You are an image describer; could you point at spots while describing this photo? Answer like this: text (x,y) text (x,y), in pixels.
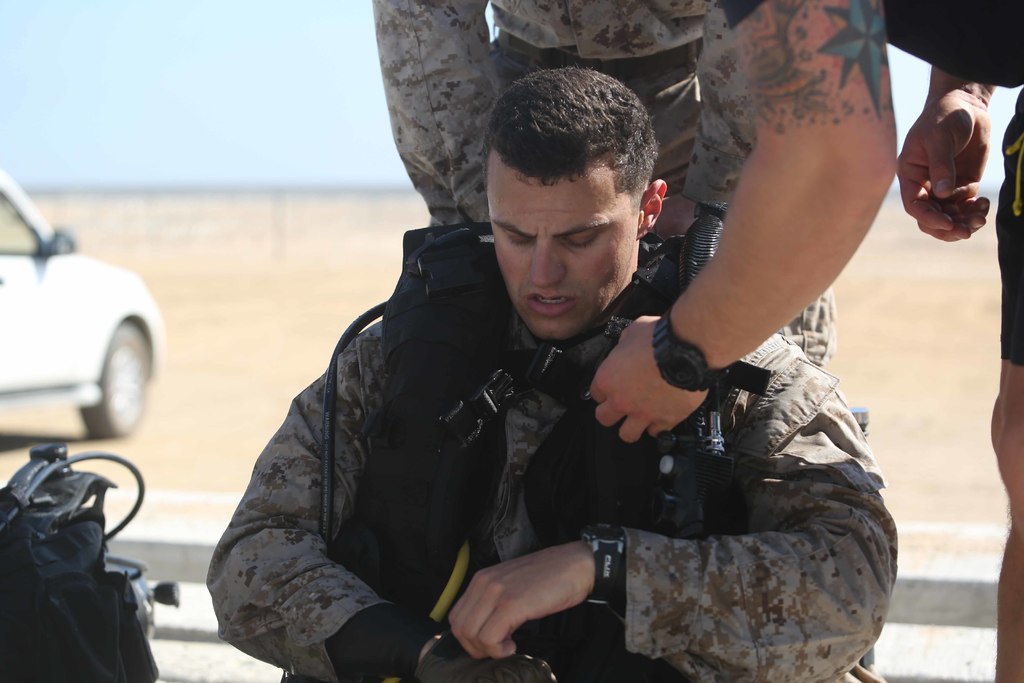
In this image I can see few persons (614,480) wearing uniforms (684,21). In the background (311,234) I can see the ground (310,248), a vehicle (13,246) on the ground (77,236) and the sky (148,89).
